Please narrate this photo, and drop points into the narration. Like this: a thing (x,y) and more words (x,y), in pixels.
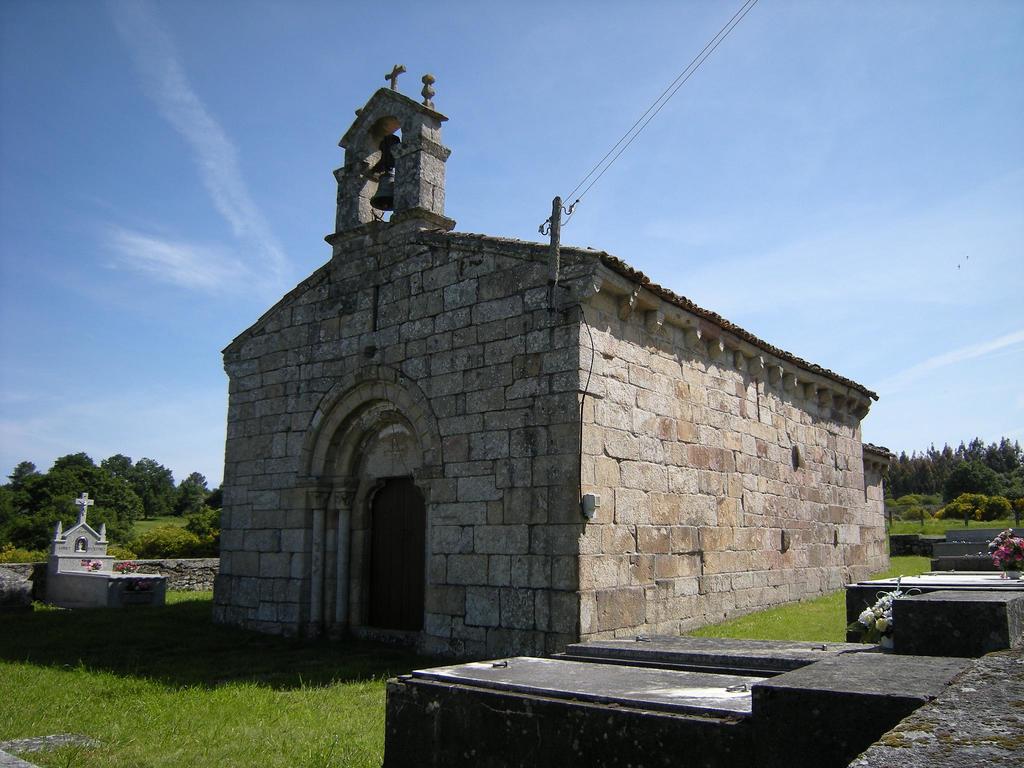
At the bottom of the image (962,630) there is grass (71,649) and there is graveyard (22,764). In the middle of the image (527,264) there is a building (604,285). Behind the building (282,318) there are some trees (989,467). At the top of the image (659,224) there are some clouds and sky (34,185).
